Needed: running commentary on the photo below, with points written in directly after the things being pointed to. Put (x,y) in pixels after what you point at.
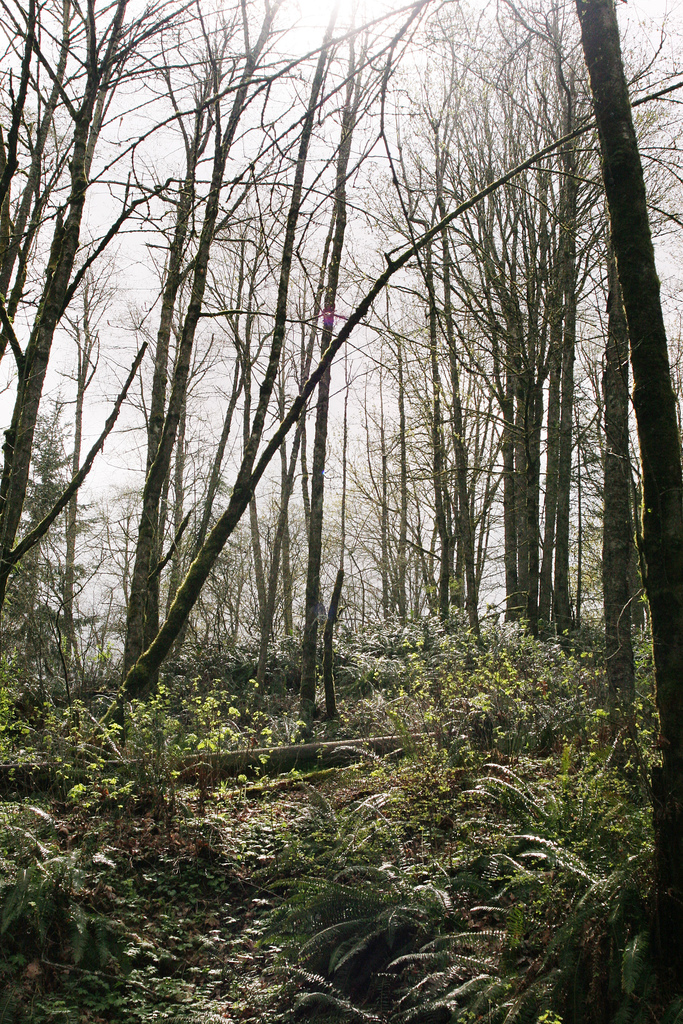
On the ground (184,747) there are plants (280,707). In the background (135,441) there is sky (259,361).
